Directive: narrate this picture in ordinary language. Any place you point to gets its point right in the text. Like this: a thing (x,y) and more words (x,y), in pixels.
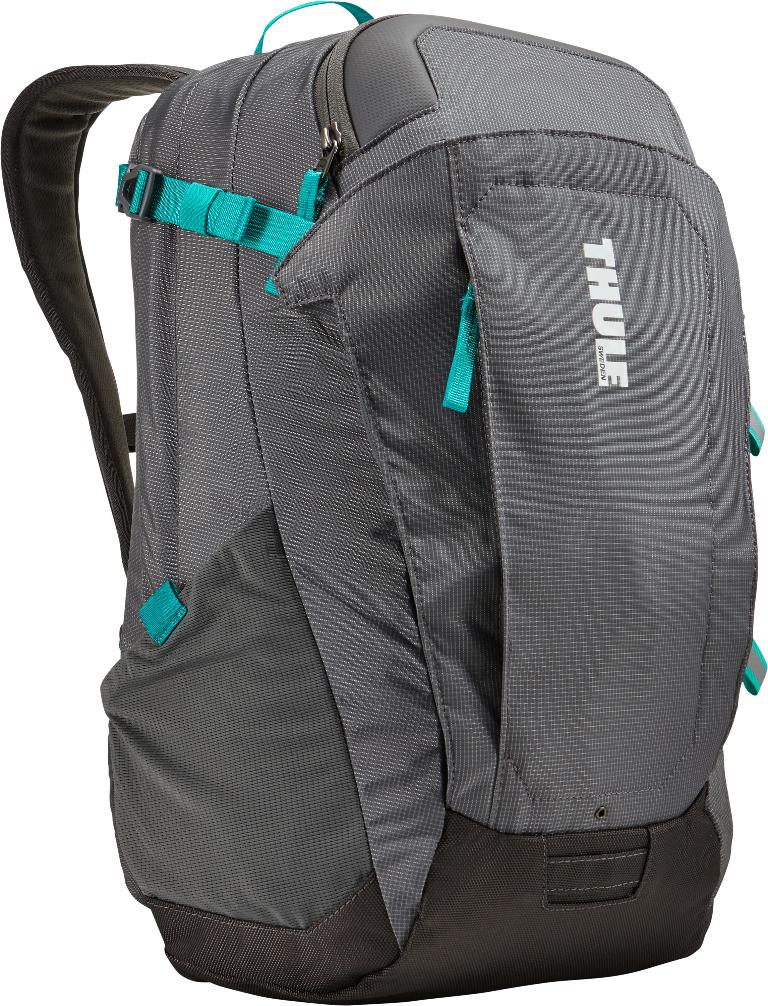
in the picture there is bag (485,613).
